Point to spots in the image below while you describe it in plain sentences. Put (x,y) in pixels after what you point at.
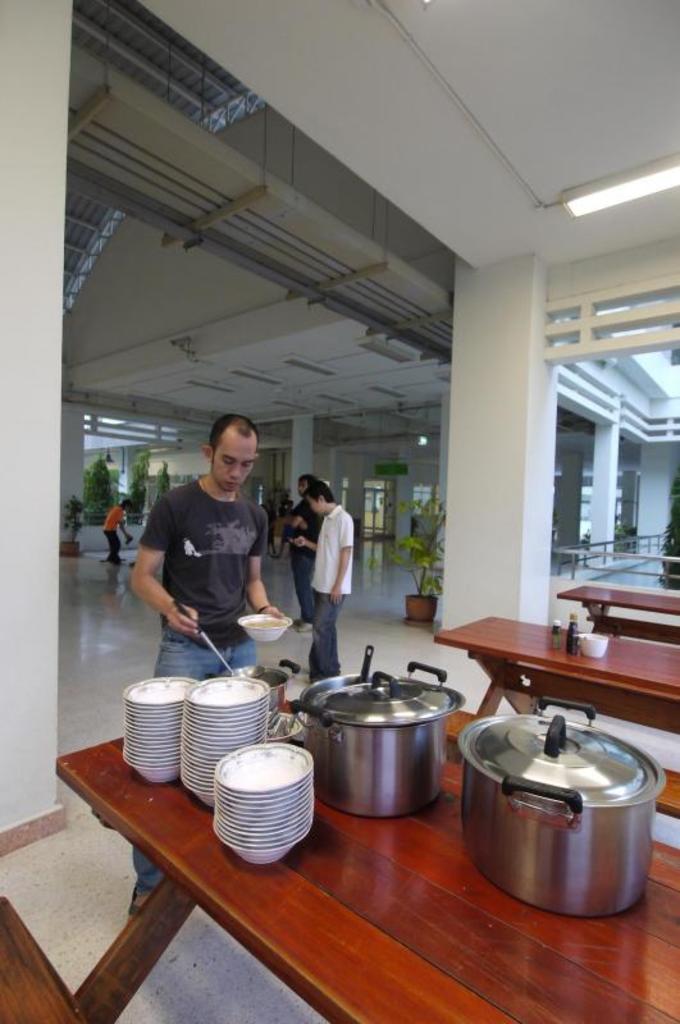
In this image I see a person (181,657) who is holding a bowl (247,615) and a spoon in his hands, I can also see that there are lot of plates (249,695) and utensils (273,718) on this table (330,1019). In the background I see few people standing and few plants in the building (457,232).
